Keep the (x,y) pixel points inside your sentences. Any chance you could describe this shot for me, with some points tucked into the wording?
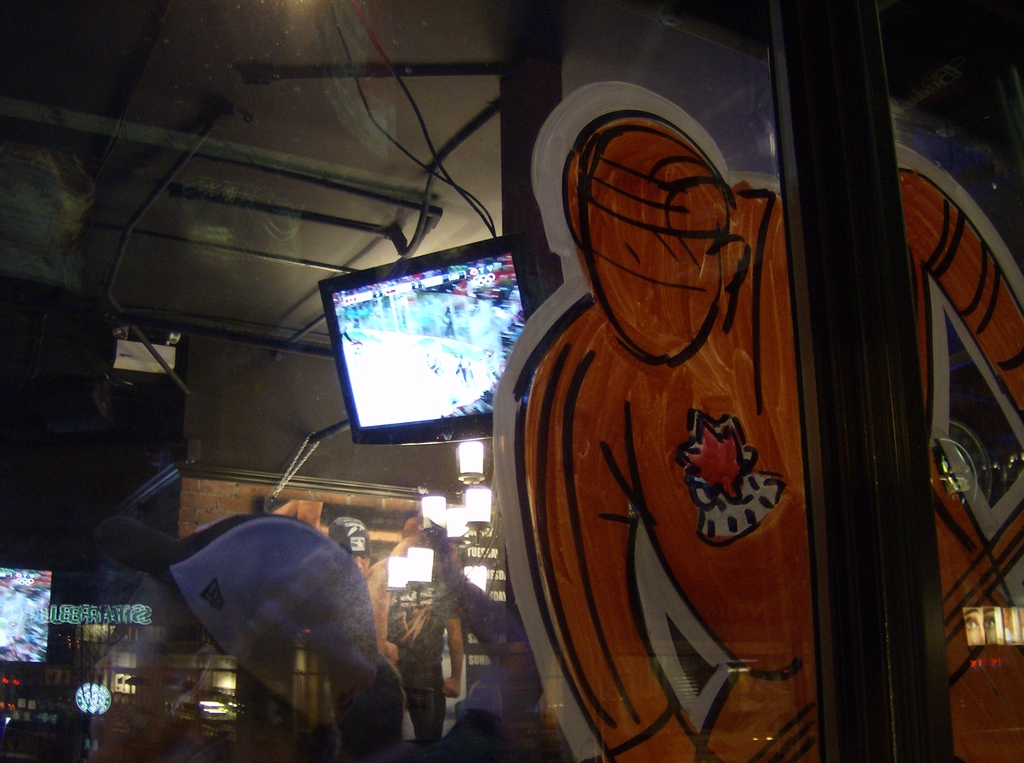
In the middle of the image (437,411) there is a glass (416,534). On the right side of the image (700,278) there is a painting (680,304) on the glass (775,293). Through the glass (286,295) we can see there are a few people (368,568). There is a television (435,346) and there are many lights (422,559). At the top of the image (227,96) there is a roof (396,114).
